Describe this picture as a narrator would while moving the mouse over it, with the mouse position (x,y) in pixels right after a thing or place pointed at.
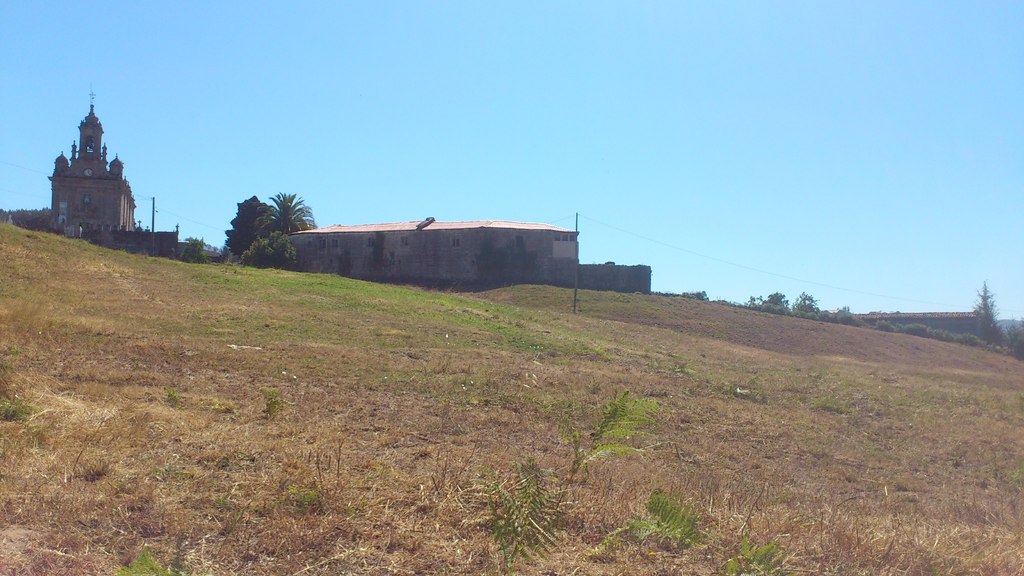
In this image there are few buildings (441,283) on the land (565,380) having few plants (270,233) and trees (238,248). Top of image (517,165) there is sky (665,149). Bottom of image (638,534) there is some grass (888,546) and plants (523,542) on the land (639,541).
